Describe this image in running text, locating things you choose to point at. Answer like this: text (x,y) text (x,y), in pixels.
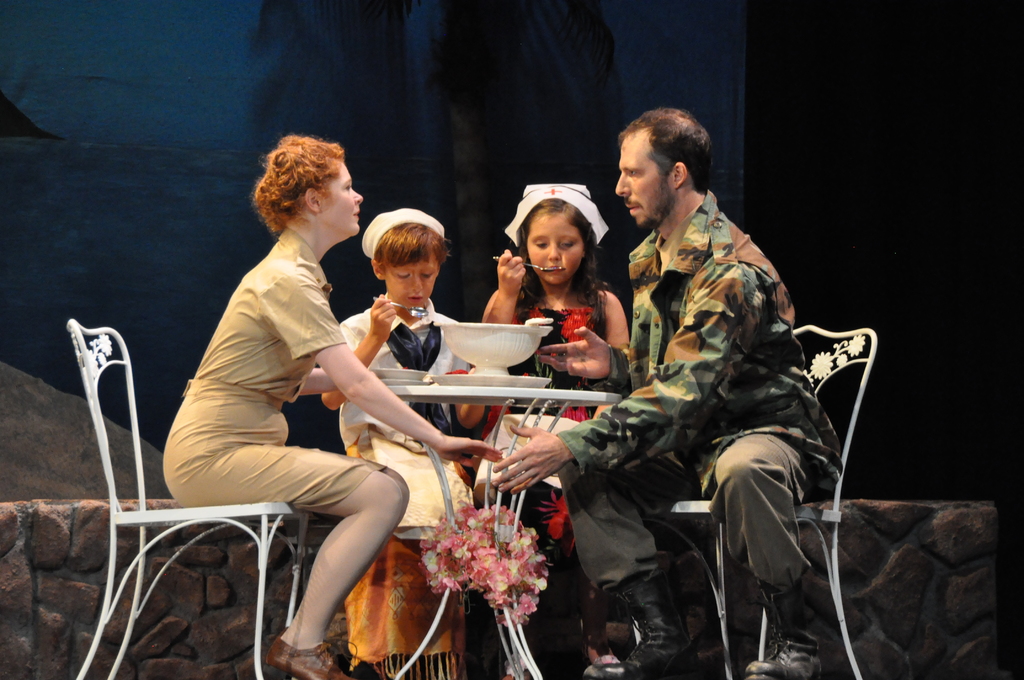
On the left side (207,412) a woman (206,426) is sitting on chair (177,521). On the right side (779,458) man (749,504) wearing boots (632,614) is sitting on a chair (688,503). Two children (533,285) wearing caps (516,240) are sitting in the back (555,314). There is a table (550,405) in front of them. On the table (502,536) there are plates (518,381) and a vessel (512,344). On the stands (508,470) of the table (485,539) there are flowers (485,539). In the background (582,122) there is a wall (456,299). Two children (407,302) are holding spoon (537,267). Children (545,295) are sitting on a stone wall (910,567).
